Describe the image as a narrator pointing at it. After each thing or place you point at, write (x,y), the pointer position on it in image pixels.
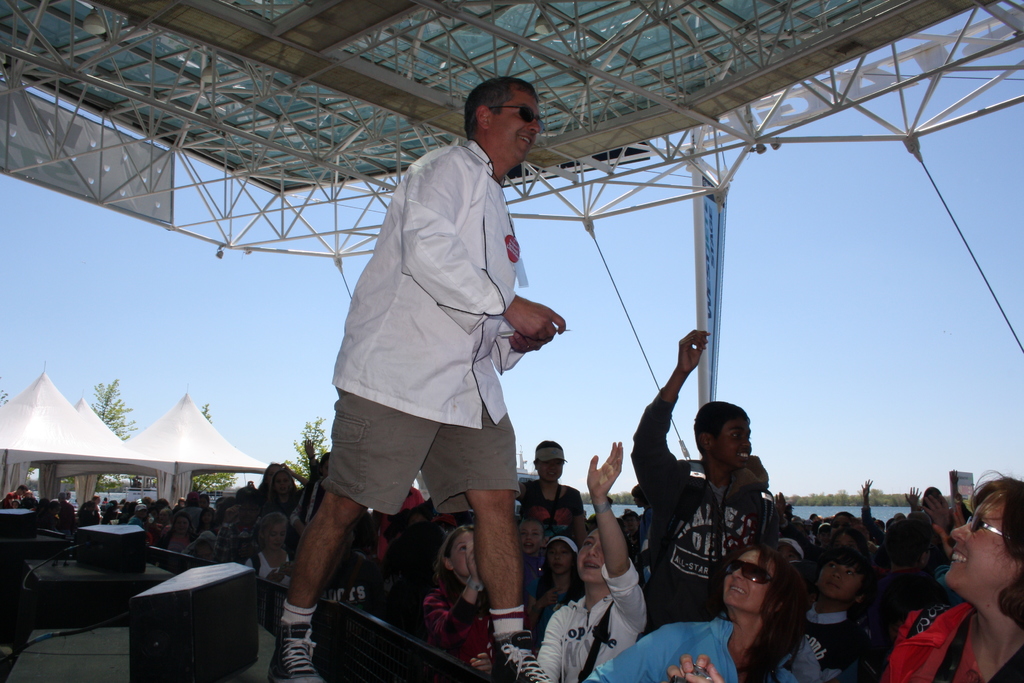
In this image I can see group of people (819,569) standing and wearing different color dresses (671,576). I can see few speakers (228,574) and one person (509,228) is standing on the stage (273,647). Back I can see few tents (61,434), trees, shed (112,55), banner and water (827,508). The sky (731,259) is in blue and white color.
